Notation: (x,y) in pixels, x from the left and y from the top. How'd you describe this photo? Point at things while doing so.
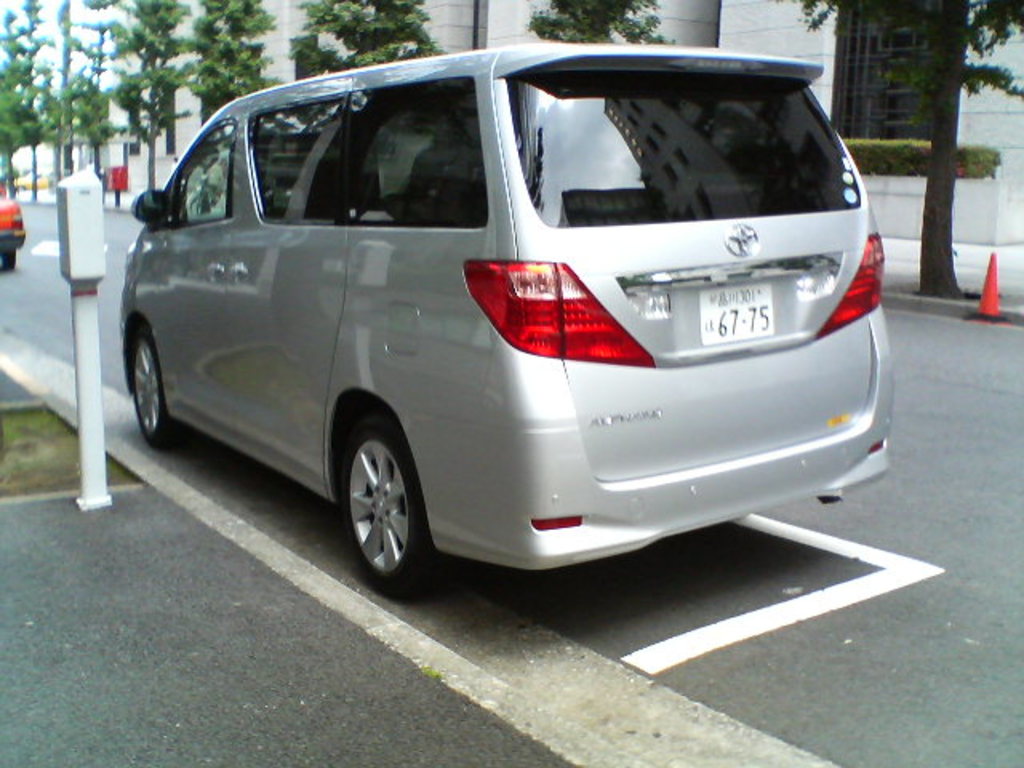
In the center of the image (544,313) we can see a car (480,355). In the background of the image (263,16) we can see the buildings (839,126), windows (873,60), bushes (908,140), trees (148,14), divider cone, pole (68,188), box (68,188), car (14,221). At the bottom of the image (773,659) we can see the road (754,656). In the top left corner (55,29) we can see the sky (46,8).
